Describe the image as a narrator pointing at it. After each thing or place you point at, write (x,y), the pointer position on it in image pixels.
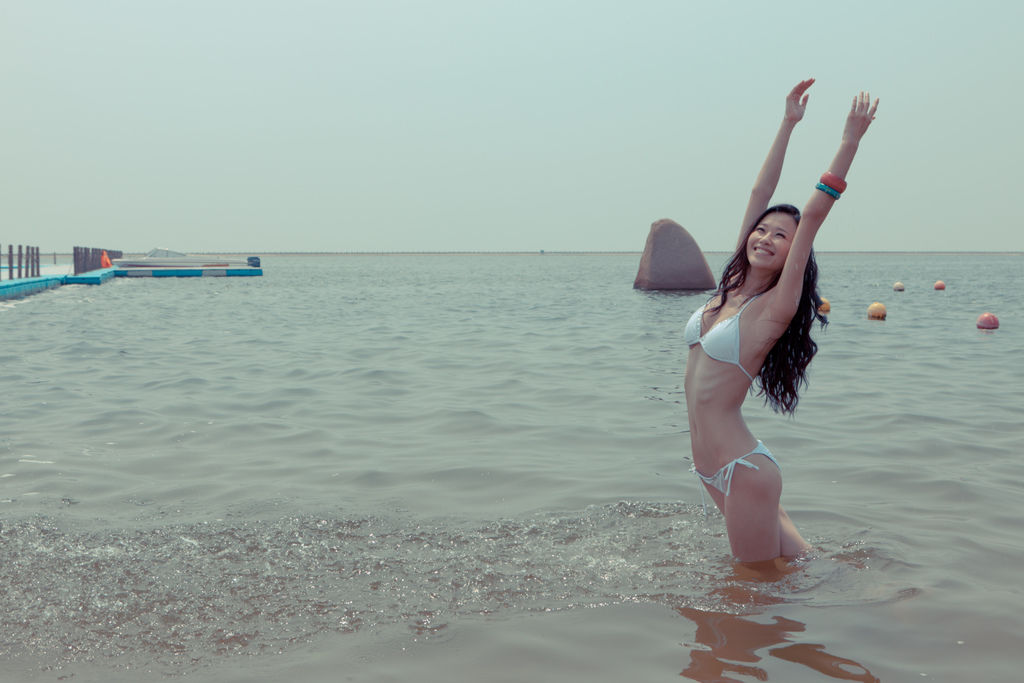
On the right (706,405) there is a woman (737,319) who is wearing white bikini (745,455) standing on the water (825,594). On the left (25,250) we can see bridge (244,270) and fencing (2,252). On the top (537,77) we can see sky (597,74) and clouds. Here we can see some balls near to the stone (659,253).
